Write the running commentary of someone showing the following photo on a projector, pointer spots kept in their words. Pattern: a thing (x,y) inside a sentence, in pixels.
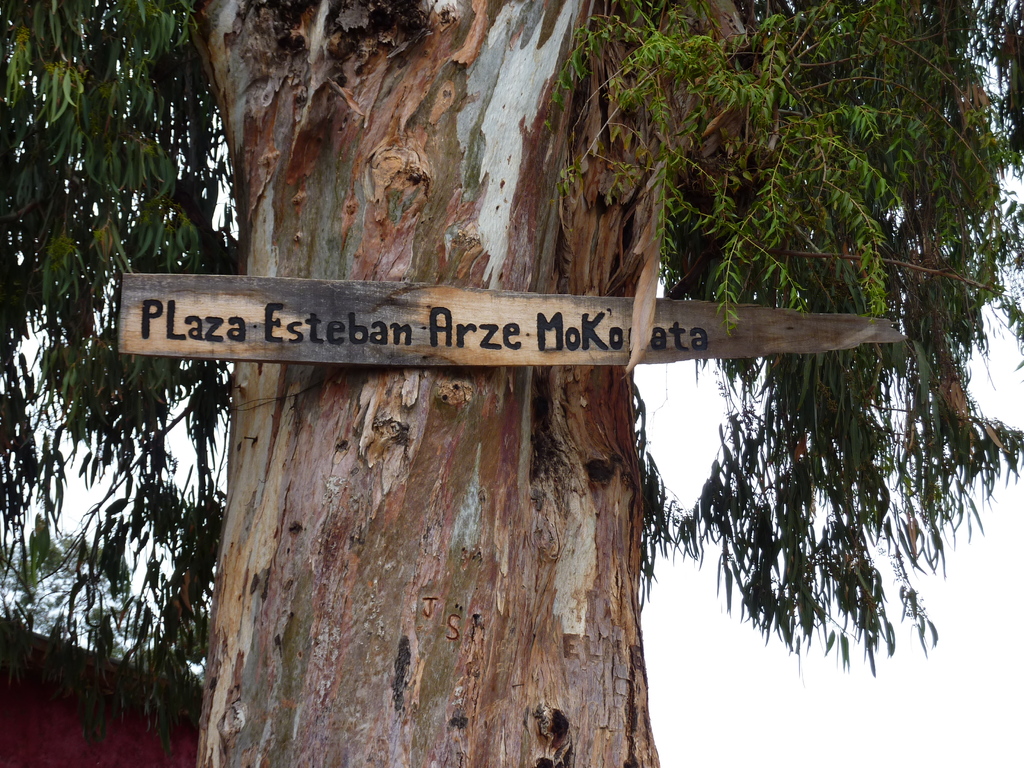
In this image there is some text (592,332) on the wooden plank (465,326) and the plank (698,330) is on the trunk (316,191) of a tree (364,653). On the left side of the image (159,678) there is a house (112,724). In the background of the image (721,702) there is sky (807,681).
